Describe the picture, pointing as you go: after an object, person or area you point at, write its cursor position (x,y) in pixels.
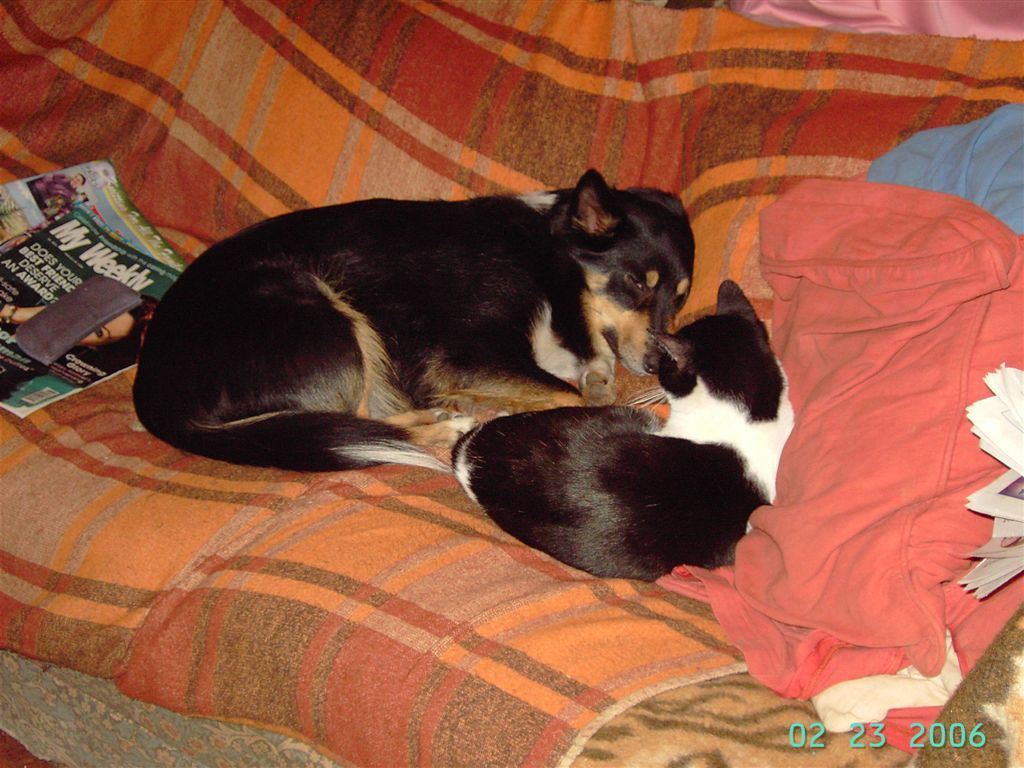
In this image, we can see a cat (622,503) and dog (461,376) is lying on a cloth (423,491). On the left side (21,349), we can see books (61,260) and object (116,305). On the right side of the image (891,508), we can see cushions (969,277), few papers (1007,484), cloth (1014,185) and watermark (976,735). This watermark (899,737) represents date.
